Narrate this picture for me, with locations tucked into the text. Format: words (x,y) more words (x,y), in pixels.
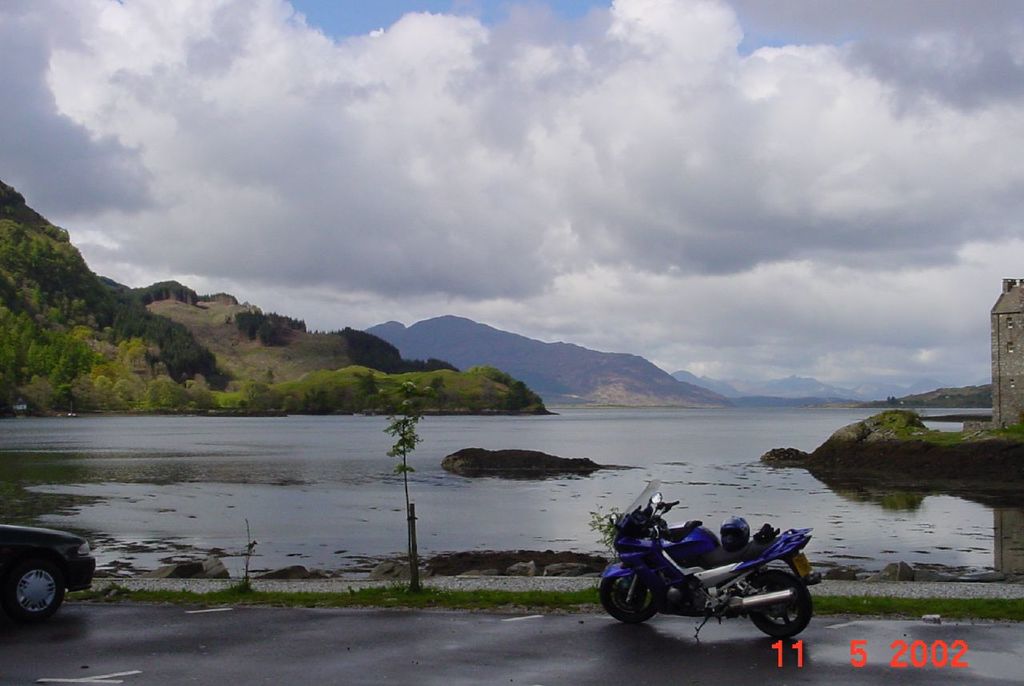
In this image we can see a motor vehicle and a car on the road (591,650). We can also see some grass (514,600), a plant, the rock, a large water body (754,524), a building (1019,405), a group of trees (239,392) on the hills (291,397) and the sky (666,191) which looks cloudy.
